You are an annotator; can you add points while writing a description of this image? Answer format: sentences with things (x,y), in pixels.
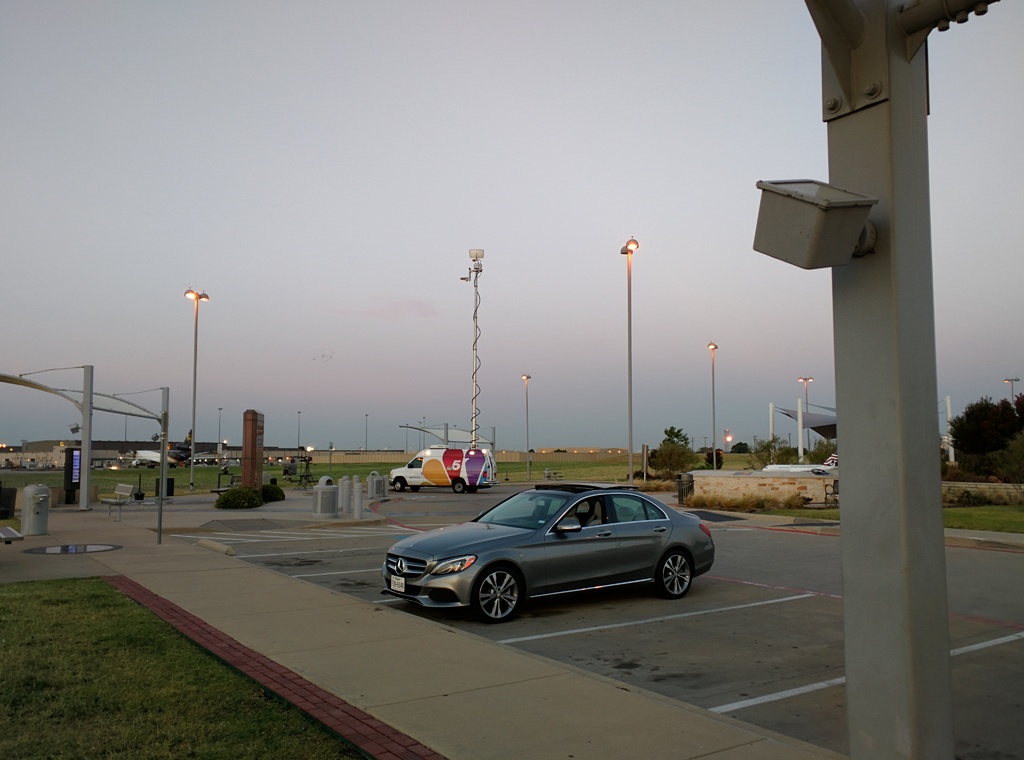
In the center of the picture (542,475) there are pole (871,649), car (499,540), grass (42,686) and pavement (212,610). In the center of the picture (357,488) there are street lights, poles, trees (1018,444), grass (387,466), plants (236,502) and other objects (370,493). Sky (222,285) is cloudy.
